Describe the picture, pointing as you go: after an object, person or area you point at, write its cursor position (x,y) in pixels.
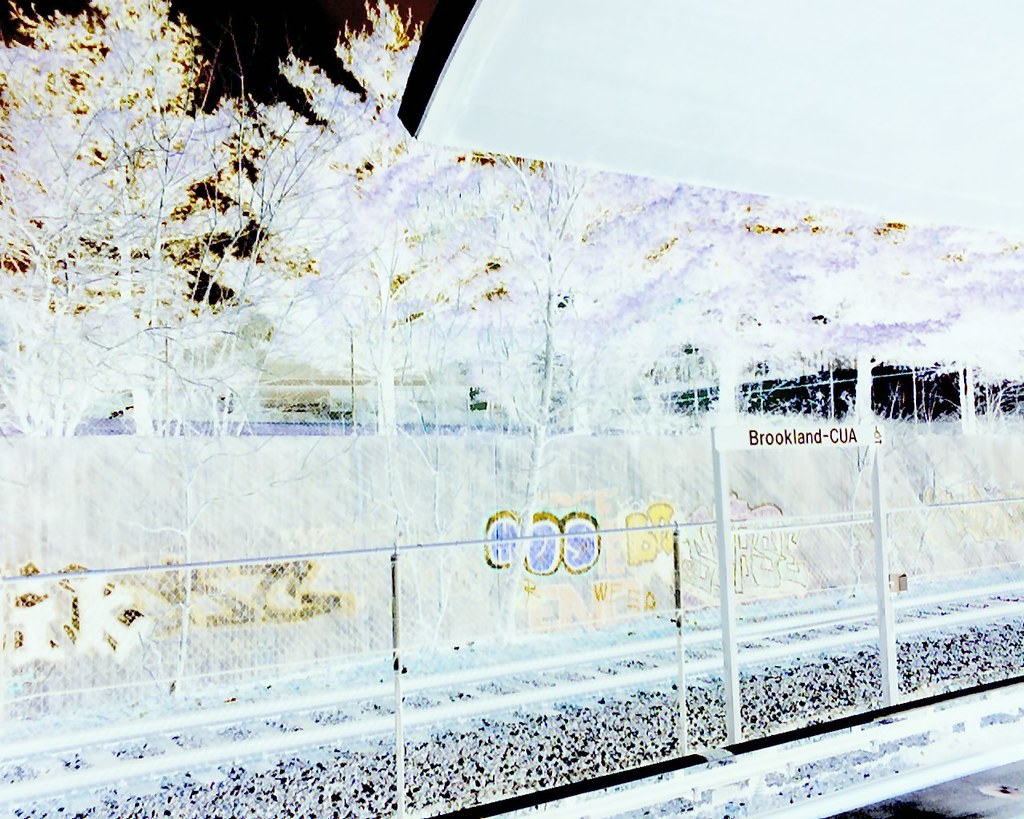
In this image there are trees (367,271) truncated, there is the wall (526,477) truncated, there is fencing (501,613) truncated, there is a railway track (543,693) truncated, there is an object (680,82) truncated towards the top of the image (762,76), there is text (662,540) on the wall (686,539).
